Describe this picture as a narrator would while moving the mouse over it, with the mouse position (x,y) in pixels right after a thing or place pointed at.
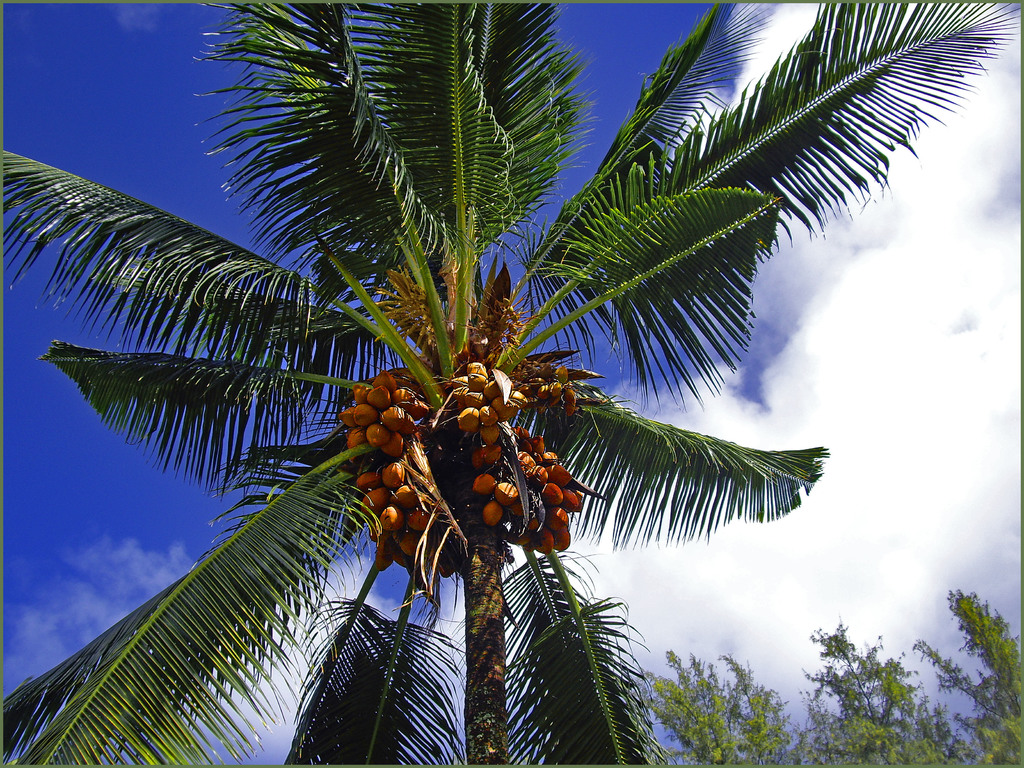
In this picture we can see trees (306,114), coconuts (371,507) and in the background (607,350) we can see the sky (734,378) with clouds (713,601).
